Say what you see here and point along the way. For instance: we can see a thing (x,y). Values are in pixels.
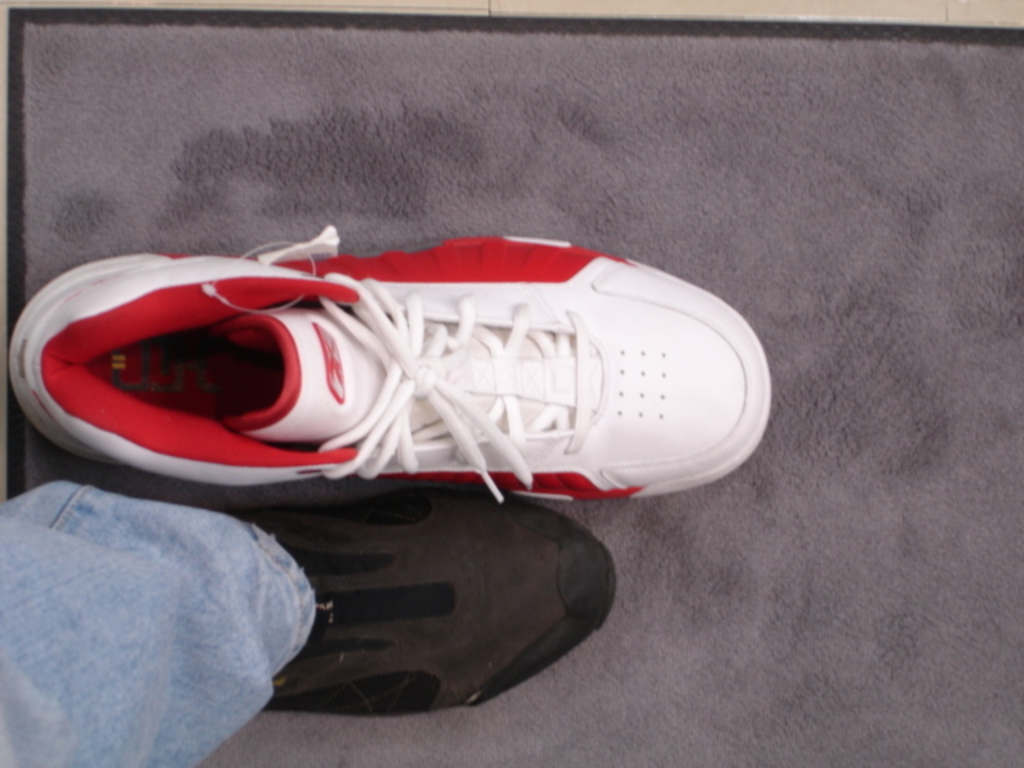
In this picture we can observe a white and red color shoe (217,388) placed on the floor mat (303,139) which is in grey color. We can observe black color shoe (396,575) and blue color jean pant (125,599) on the floor mat (364,737).
